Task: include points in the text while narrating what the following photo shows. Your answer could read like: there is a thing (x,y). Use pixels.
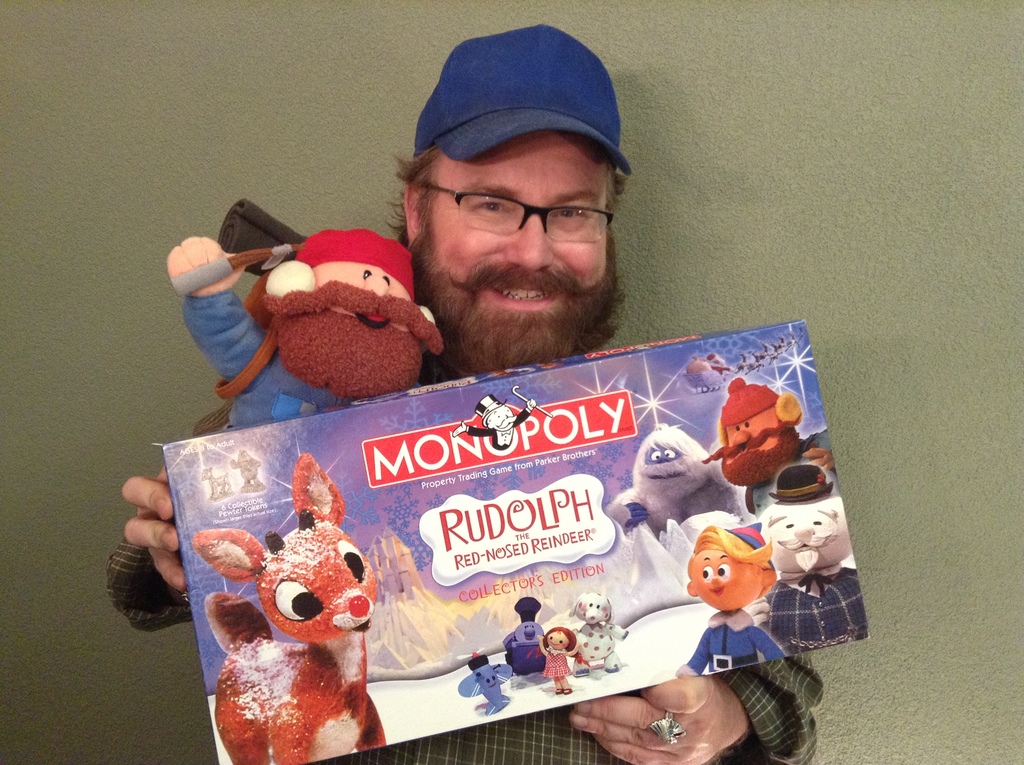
In this image there is a man (586,762) with cap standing holding doll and packet (313,692).
